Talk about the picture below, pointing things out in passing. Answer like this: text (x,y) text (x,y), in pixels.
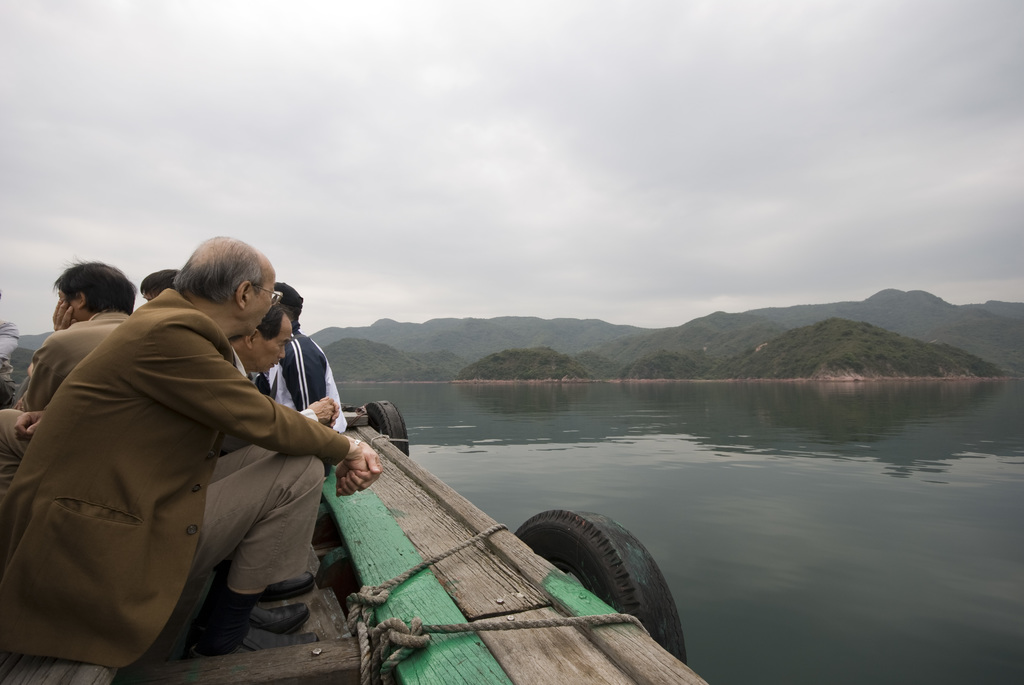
In this image, we can see a group of people (143,454). Here we can see tyres (586,577). Background (803,461) there is a water (777,424), few mountains (699,353), tree (641,358). Top of the image (763,97), there is a sky (630,60). Here we can see ropes (391,629).
